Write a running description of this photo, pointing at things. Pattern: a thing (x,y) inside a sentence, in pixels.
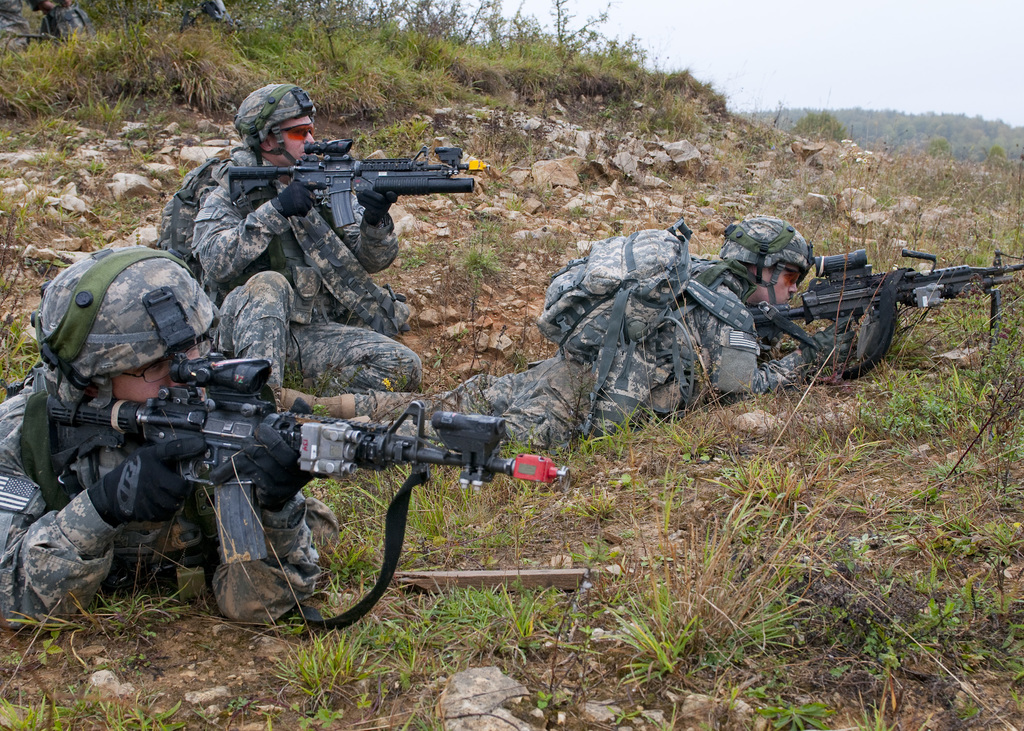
In the picture we can see these two persons (95,520) wearing army uniforms (23,410), helmets (89,347), backpacks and gloves (289,470) are holding weapons (415,450) in their hands (151,454) and lying on the ground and this person (336,350) wearing army uniform (280,324) is sitting on the ground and holding the weapon (334,161). Here we can see the grass (468,554), stones (54,197), plants (1001,437), hills (706,139) and the sky (843,40) in the background (853,79).
